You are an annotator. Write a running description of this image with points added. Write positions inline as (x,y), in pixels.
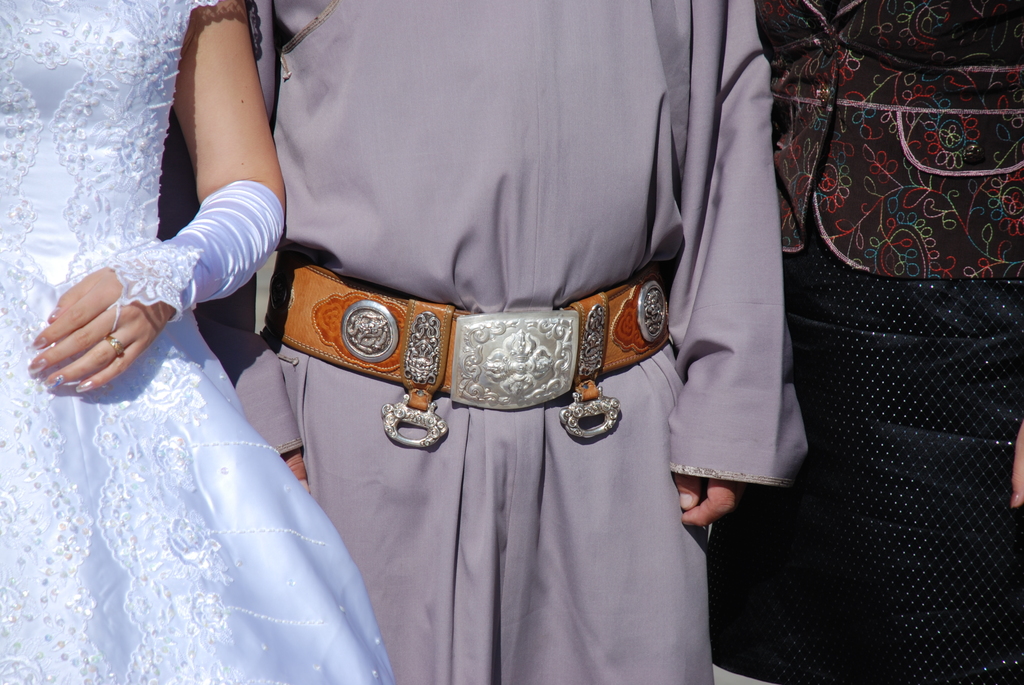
In the given image i can see three people (446,27) and behind them i can see some objects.
